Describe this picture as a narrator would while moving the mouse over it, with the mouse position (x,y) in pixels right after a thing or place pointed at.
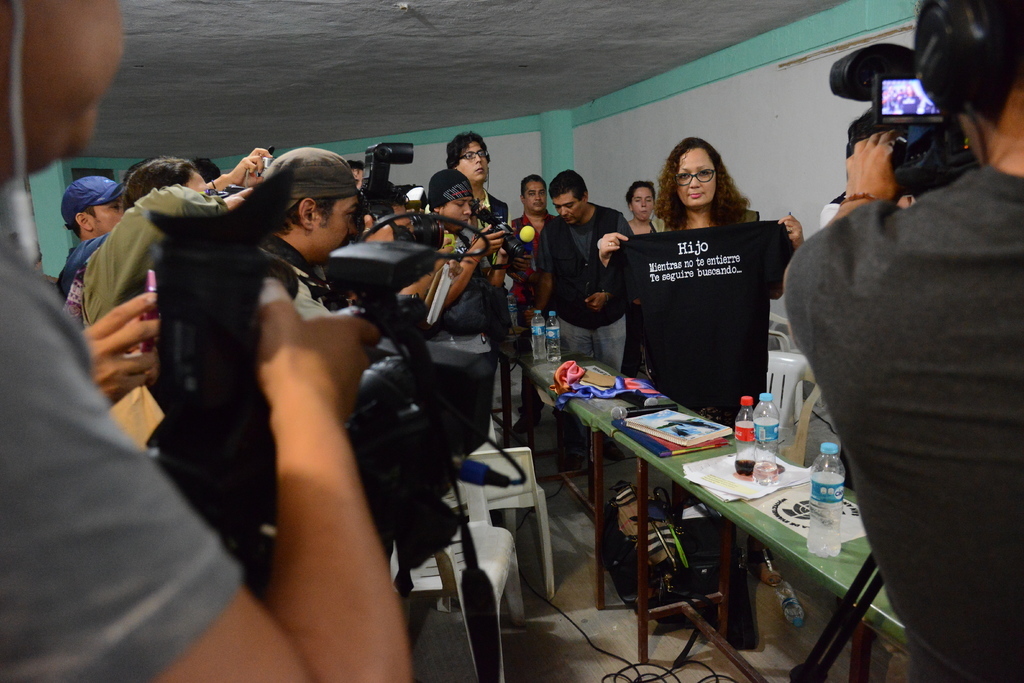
In this image there are group of persons (578,266) standing in a room (529,146) and taking photographs of a black color shirt (719,324).
